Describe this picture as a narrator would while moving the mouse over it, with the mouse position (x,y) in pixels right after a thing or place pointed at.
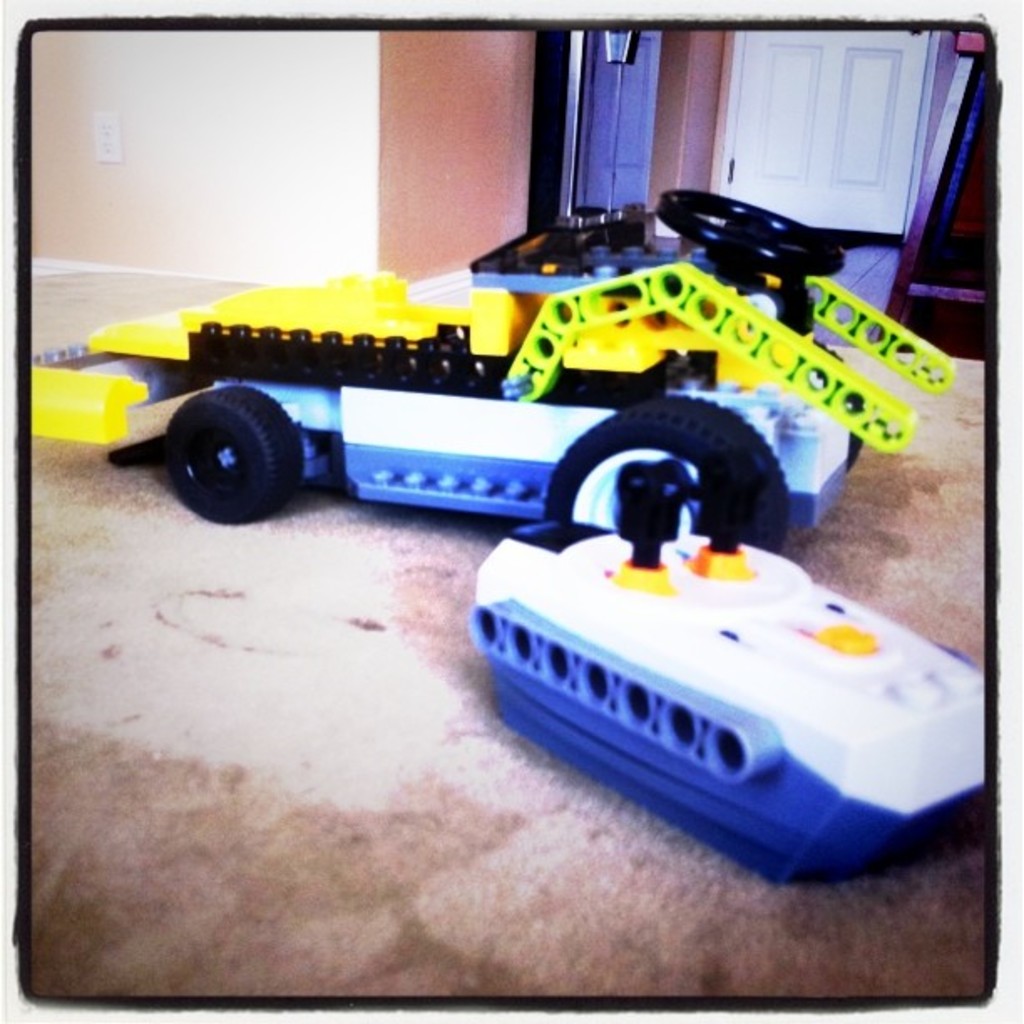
This is the picture of a room (673,232). In the foreground (450,385) there are toys (590,479) on the mat (453,552). At the back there is a door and there is a table (971,324) and there is an object (543,110) and there is a switch board (107,155) on the wall (174,148). At the bottom (352,905) there is a mat (418,572) on the floor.
